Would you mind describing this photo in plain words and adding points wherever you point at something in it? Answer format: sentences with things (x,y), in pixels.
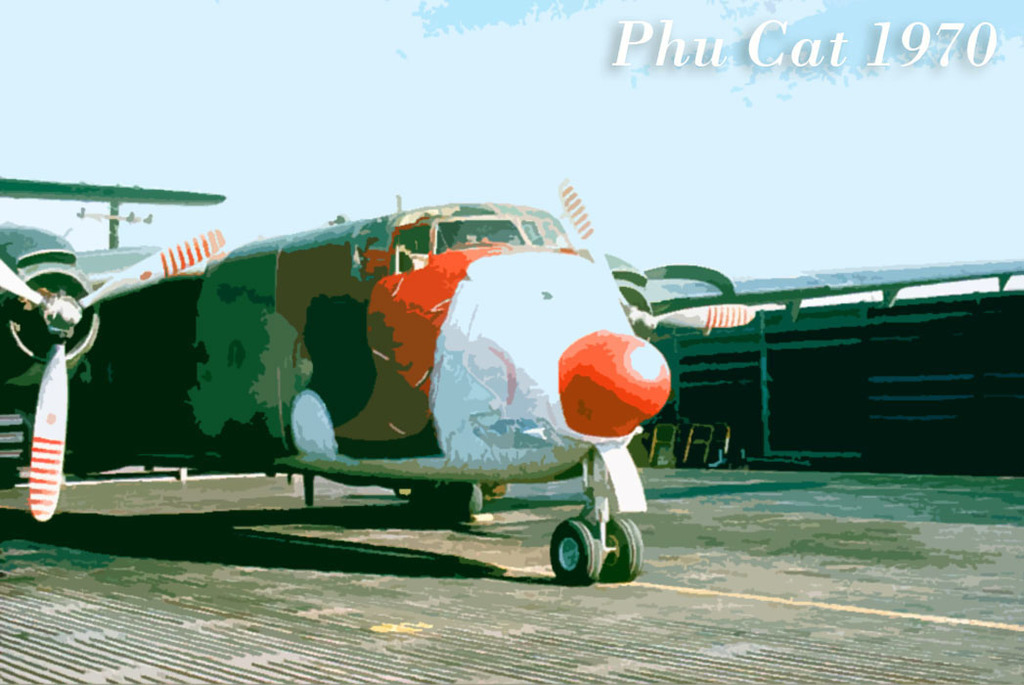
In this image there is a painting (234,370) of an aircraft (374,440), beside the aircraft (587,390), there is a wooden fence (767,368), at the top of the image (688,61) there is some text (630,61).
